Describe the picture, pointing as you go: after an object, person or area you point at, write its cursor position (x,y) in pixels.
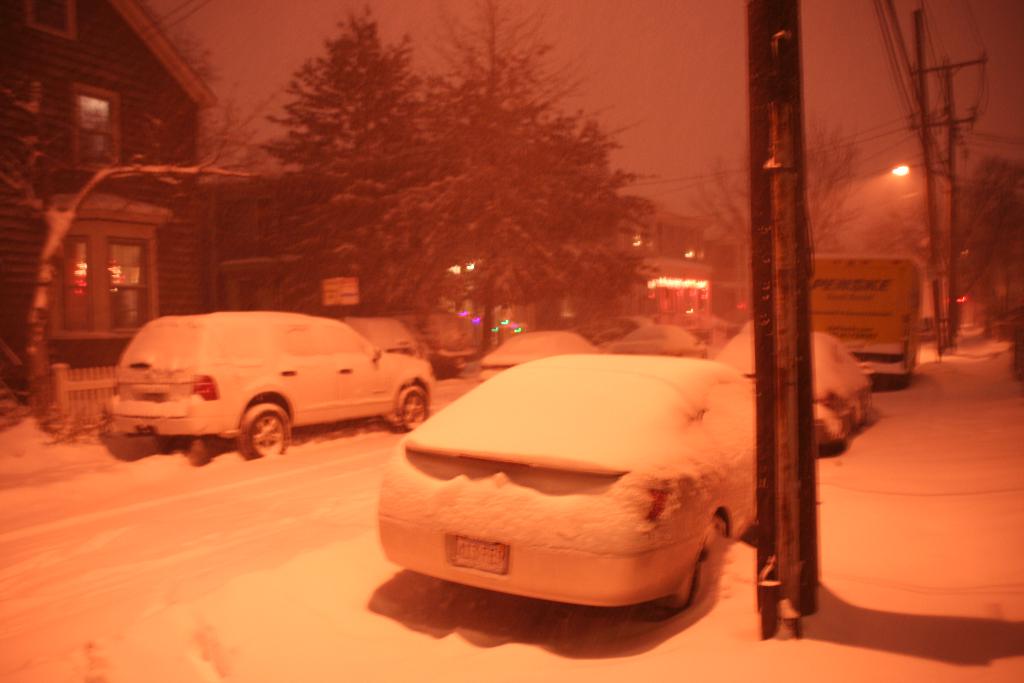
In this picture I can see cars (408,391) and a vehicle (858,329) and I can see few buildings (154,97), trees (488,302) and few pole lights (793,182) and I can see snow (366,543).
